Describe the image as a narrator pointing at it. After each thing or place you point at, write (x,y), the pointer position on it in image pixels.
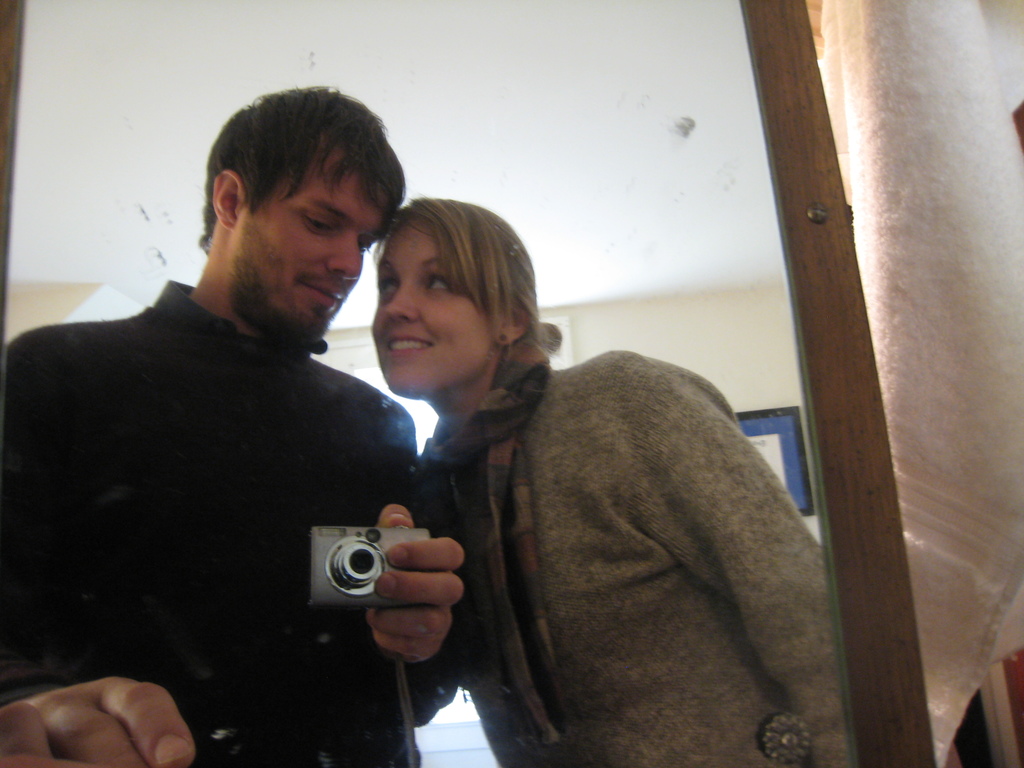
In the foreground of the image (533,476) there is a mirror (506,343). In which we can see reflection (245,381) of two people (347,389). To the right side of the image (999,193) there is a white color towel (889,54). At the top of the image (341,14) we can see reflection (472,16) of ceiling (346,29).
